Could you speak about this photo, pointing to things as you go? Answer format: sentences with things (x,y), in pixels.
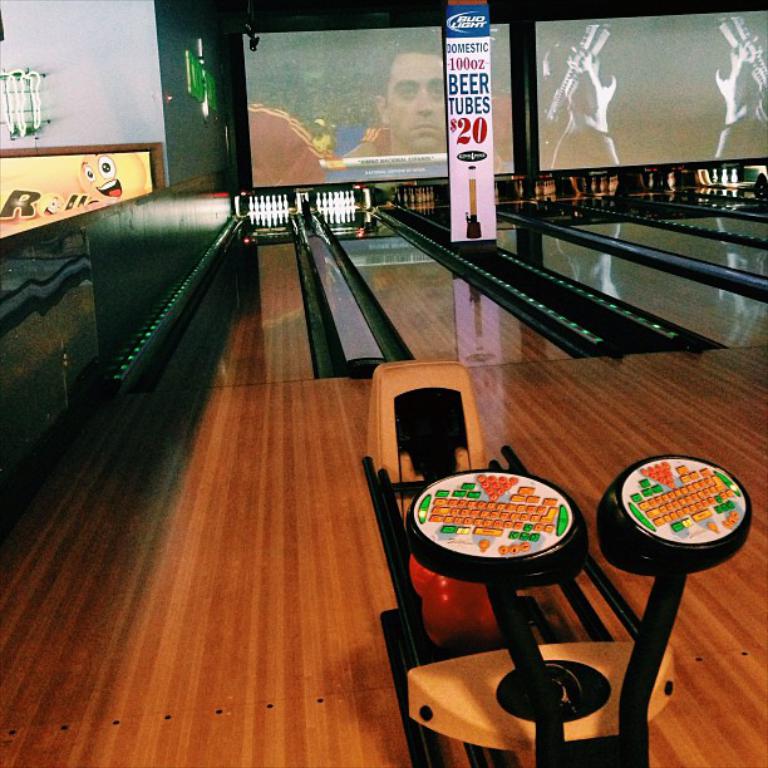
In this picture we can see a bowling game (441,276), posters (488,158), screens (272,81), walls (32,61) and some objects (381,372).
